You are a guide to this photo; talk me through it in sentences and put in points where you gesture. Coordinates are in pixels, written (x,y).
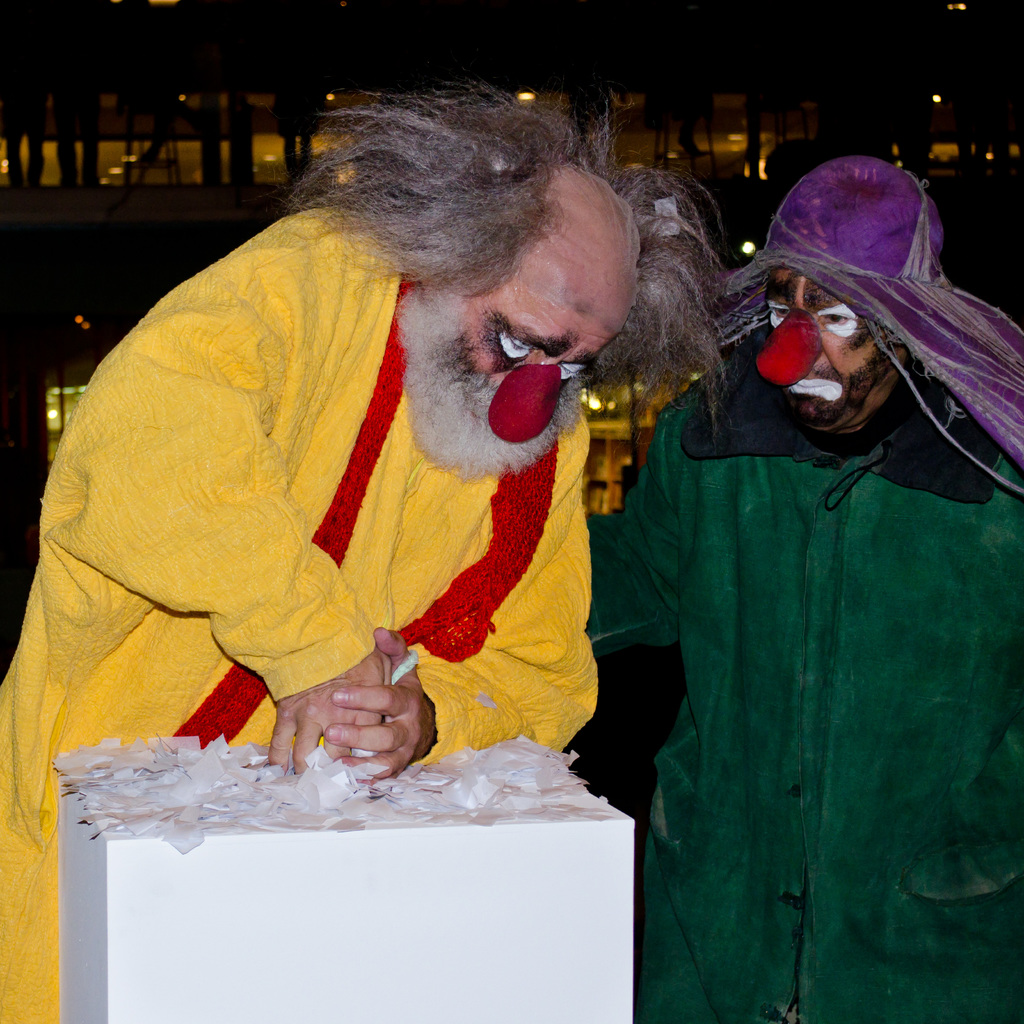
In this image in the center (572,491) there are two persons (565,465) standing and in the background (133,155) there is a building (268,136). In the front (432,928) there is a white box (422,888) and the person (290,517) standing behind the box (377,889) is wearing a yellow colour dress (320,518).
